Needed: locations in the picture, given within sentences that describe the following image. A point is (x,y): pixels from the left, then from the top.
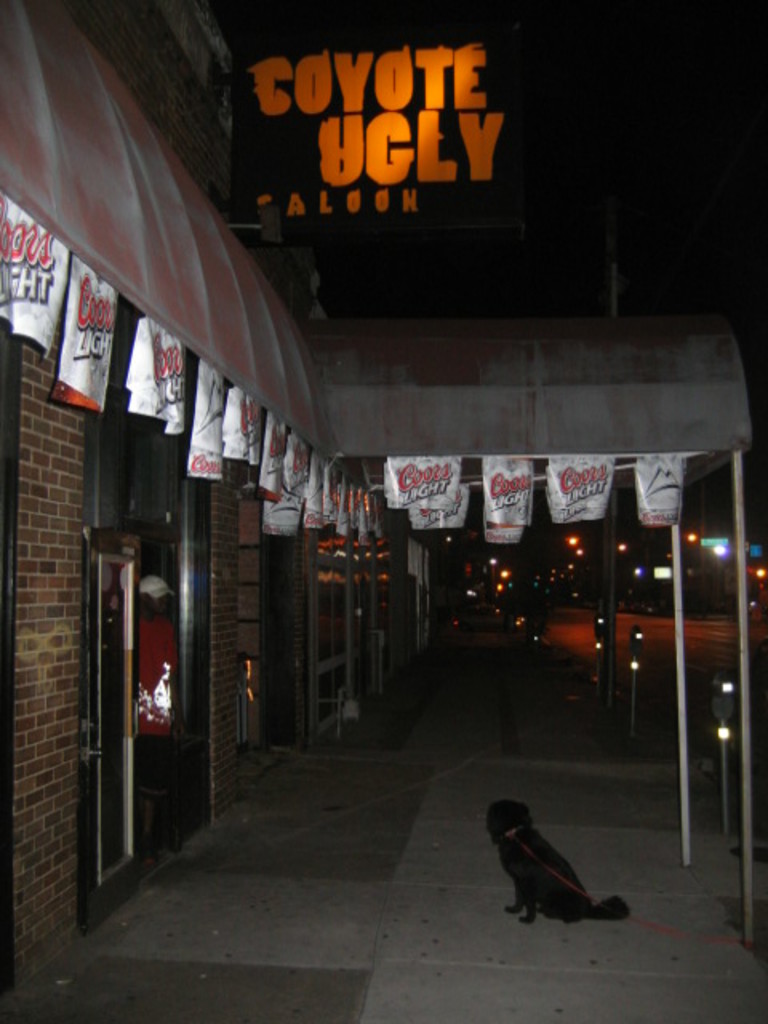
In this image I can see a building (296,648), door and posters (607,482). In the foreground (607,780) I can see a dog (609,911) is sitting on the floor (540,922). In the background (588,534) I can see lights (726,548), poles (613,534), vehicles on the road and the sky (534,117). This image is taken may be during night.
